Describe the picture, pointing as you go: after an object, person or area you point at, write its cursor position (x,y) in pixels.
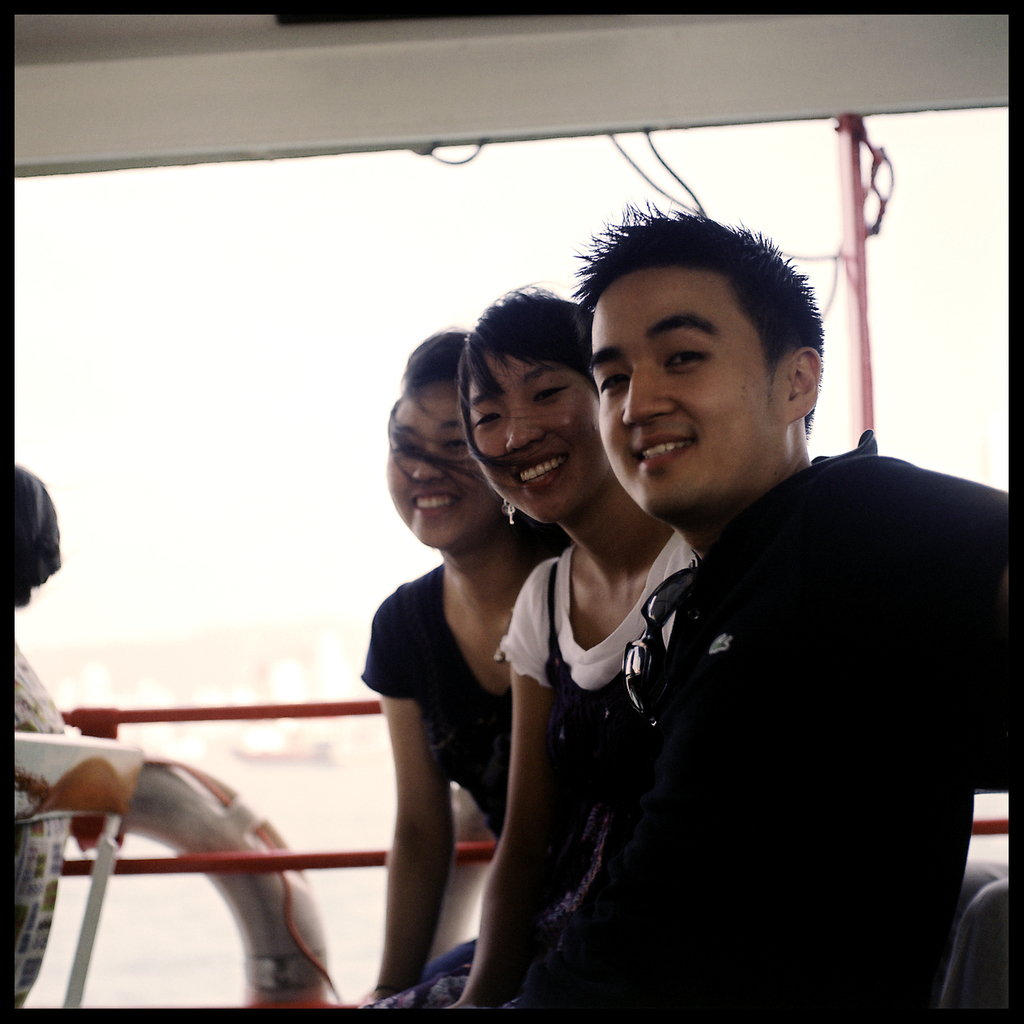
In this image I can see the group of people (520,810) with white and black color dresses (610,757). I think these people (442,690) are sitting on the boat (79,714). And there is a white background (384,344).
